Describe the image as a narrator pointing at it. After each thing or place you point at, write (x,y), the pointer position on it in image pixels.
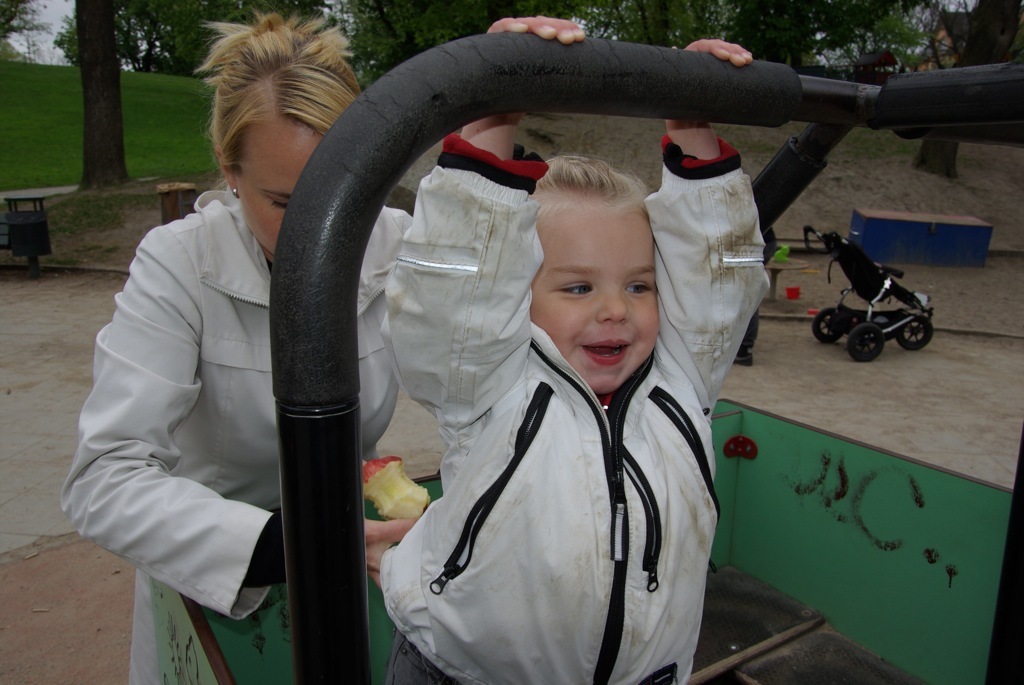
In the foreground of the picture (581,385) there is a kid (616,468) in white jacket (606,505) holding a bar (341,553). Behind her there is a woman (180,381) standing. In the center of the picture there are cart (899,308), benches (865,232), tables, pavement (77,353) and soil (915,283). In the background (635,18) there are trees (919,12) and grass (200,132).
